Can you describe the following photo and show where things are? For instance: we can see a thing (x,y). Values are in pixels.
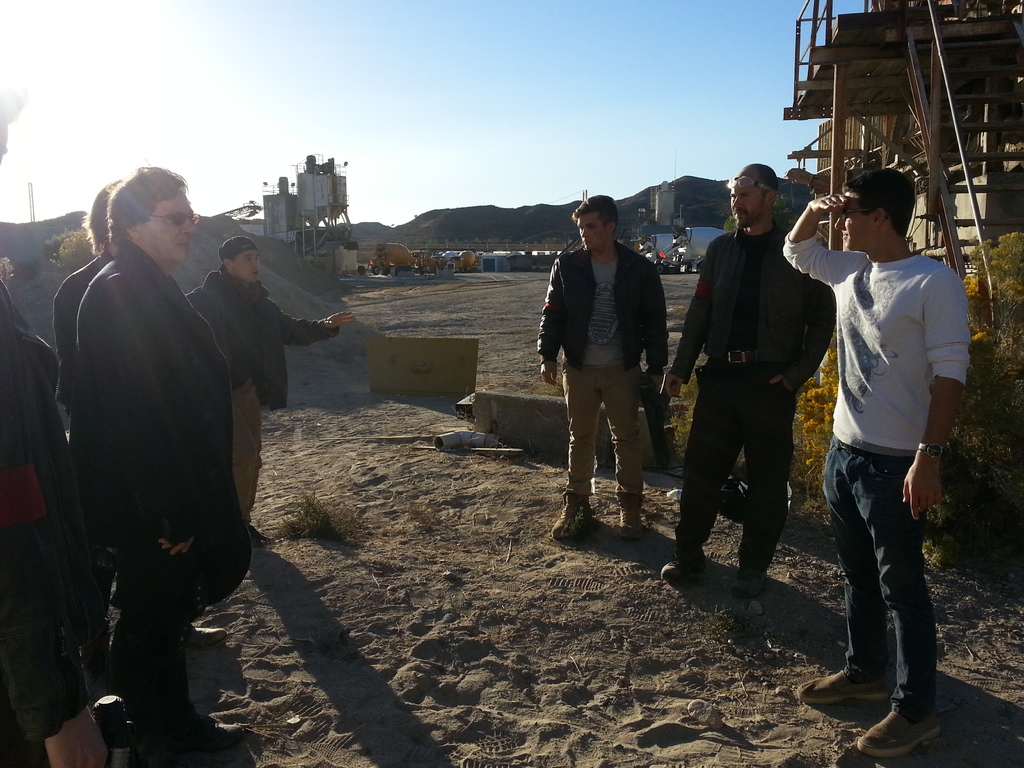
In the image we can see there are people (266,326) standing, wearing clothes (217,514), shoes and it looks like they are talking to each other. Here we can see sand (482,619), plants (978,402), vehicles (440,264), hills (470,238) and the sky (493,95).
